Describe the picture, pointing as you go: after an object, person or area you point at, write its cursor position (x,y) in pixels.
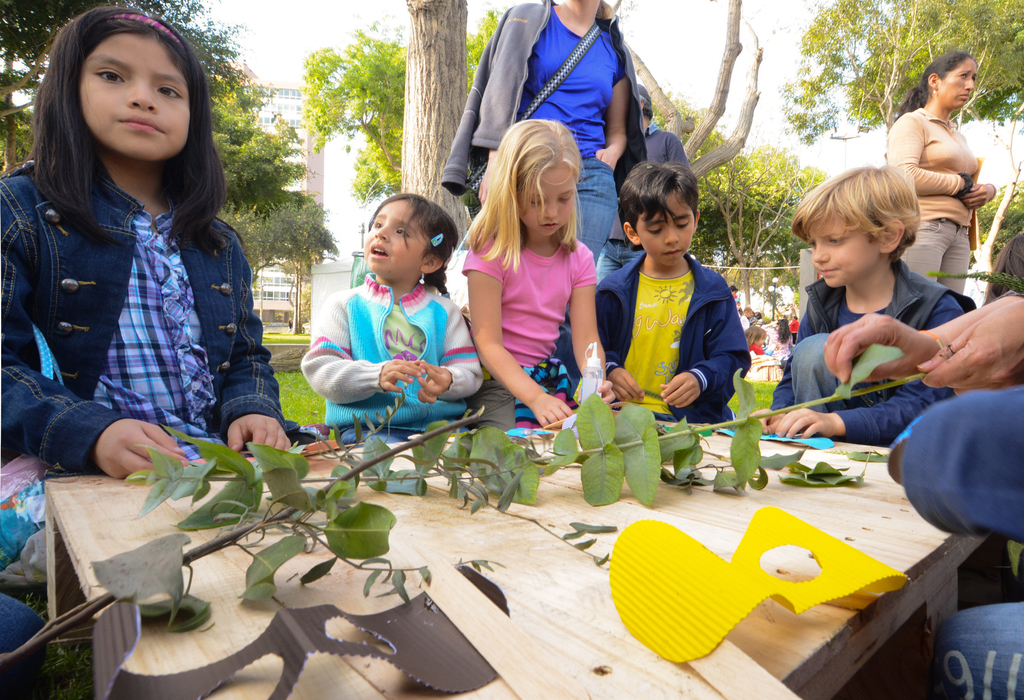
In this image i can see a group of children (837,240) in front of a table (526,525) and two women (606,75). I can also see there is a building (281,112) and grass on the ground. On the table (416,544) we have couple of objects (642,578) on it.
